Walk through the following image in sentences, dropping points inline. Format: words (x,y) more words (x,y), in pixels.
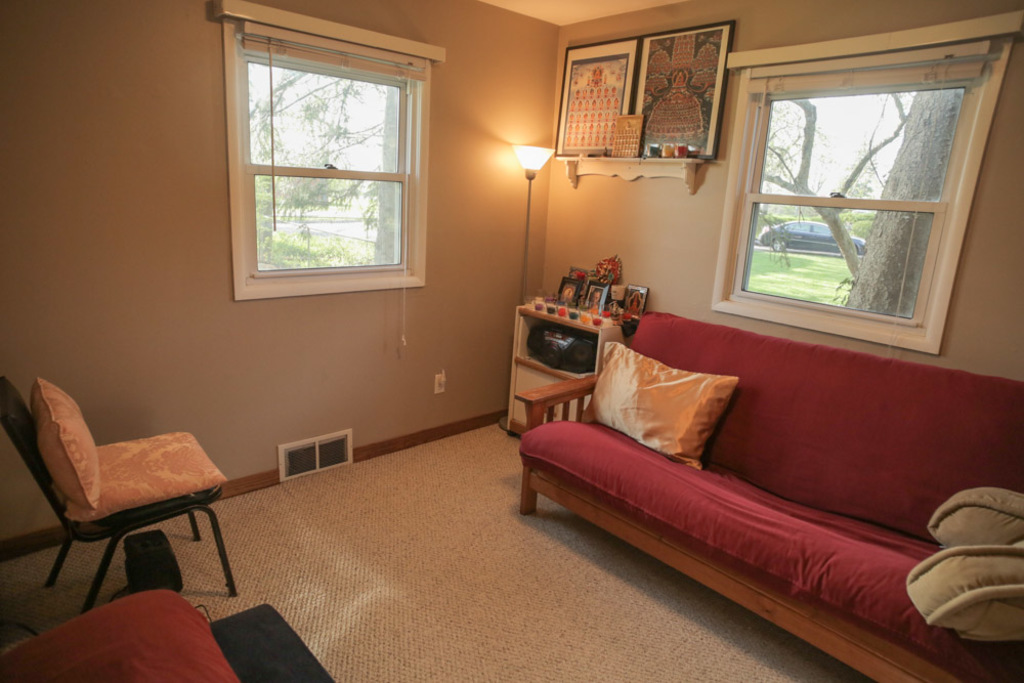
In the picture I can see chairs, red color sofa (718,492) with pillows (986,616) on it, I can see a table (525,342) upon which I can see photo frames (635,288) are placed, I can see the lamp (530,192), photo frames (581,122) fixed to the wall (550,179), I can see glass windows (375,224) through which I can see trees (881,227), a car (771,236) parked here, I can see grass (810,271) and the sky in the background (344,247).
